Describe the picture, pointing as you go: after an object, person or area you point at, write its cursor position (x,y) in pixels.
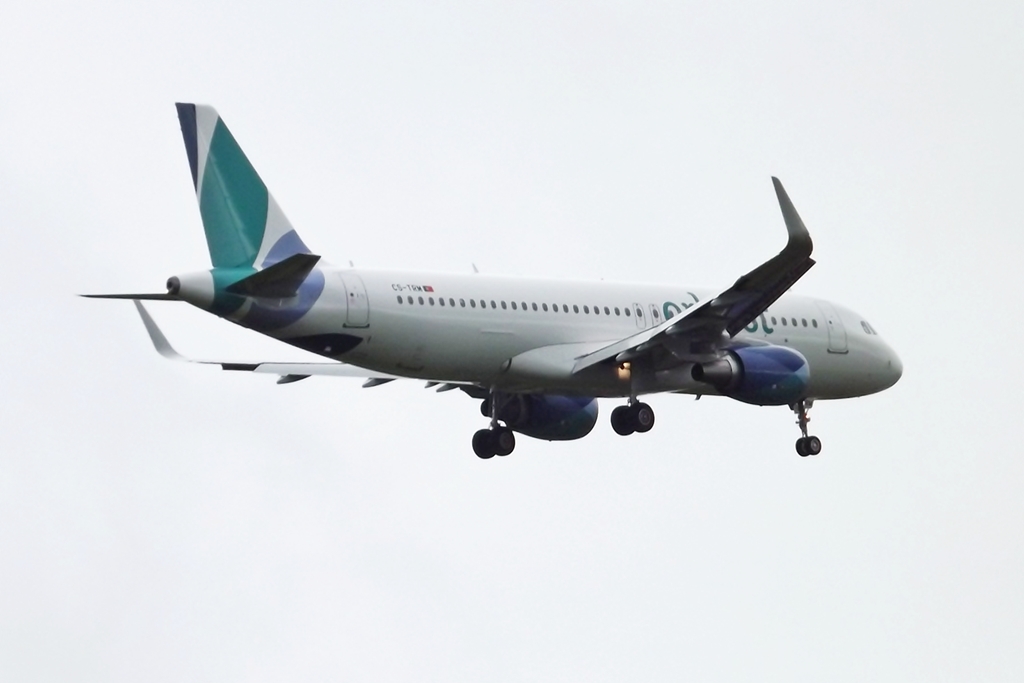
In the foreground of this image (554,322), there is an airplane (621,302) in the air (545,446) and in the background (512,545), there is sky (169,600).
